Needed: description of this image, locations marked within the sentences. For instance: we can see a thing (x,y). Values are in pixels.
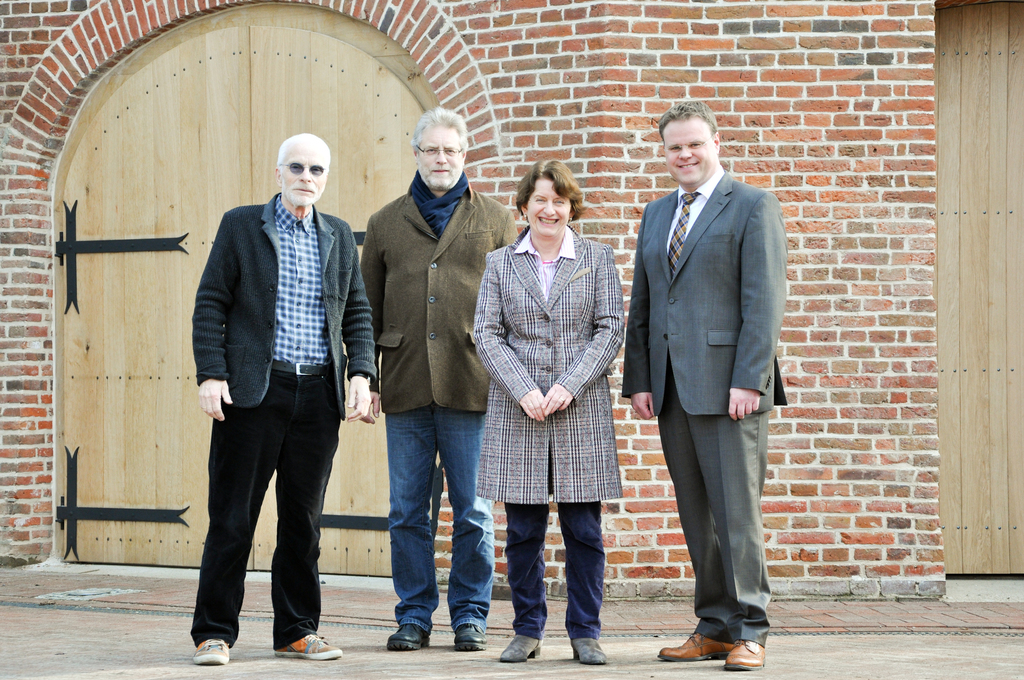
In this image there are four people (462,405) standing on the road (351,638) with a smile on their faces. In the background (695,30) there is a building (627,62) with red bricks (729,88) and there are two wooden doors (956,171).
